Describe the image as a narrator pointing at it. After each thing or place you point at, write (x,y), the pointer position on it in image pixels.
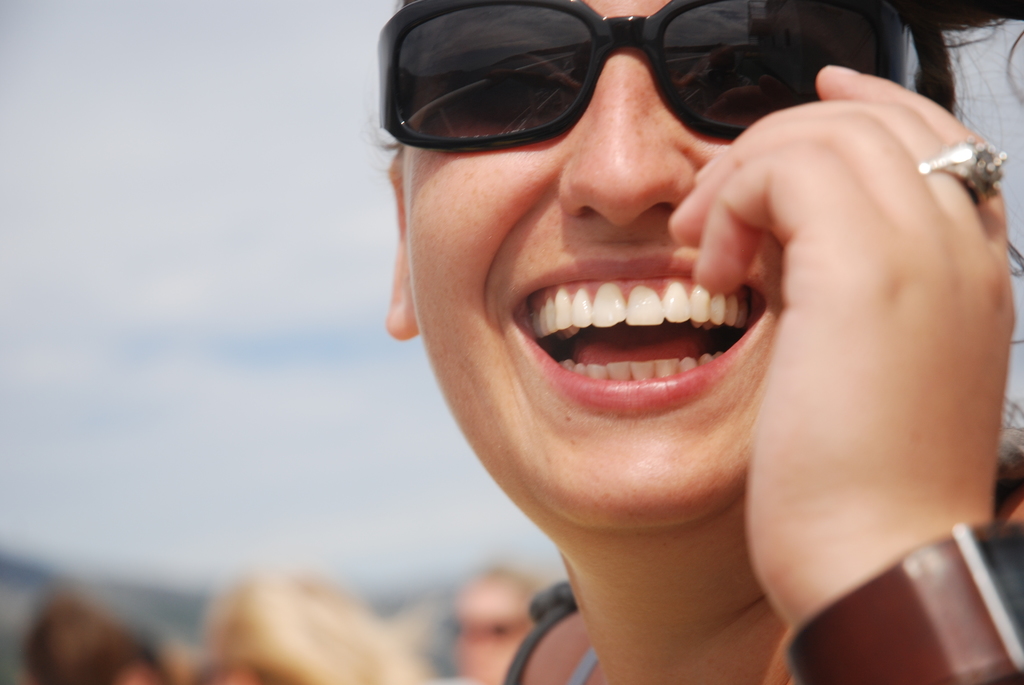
In the center of the image (667,343) we can see a person (775,399) is smiling and she is wearing glasses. In the background (295,321), we can see it is blurred.
